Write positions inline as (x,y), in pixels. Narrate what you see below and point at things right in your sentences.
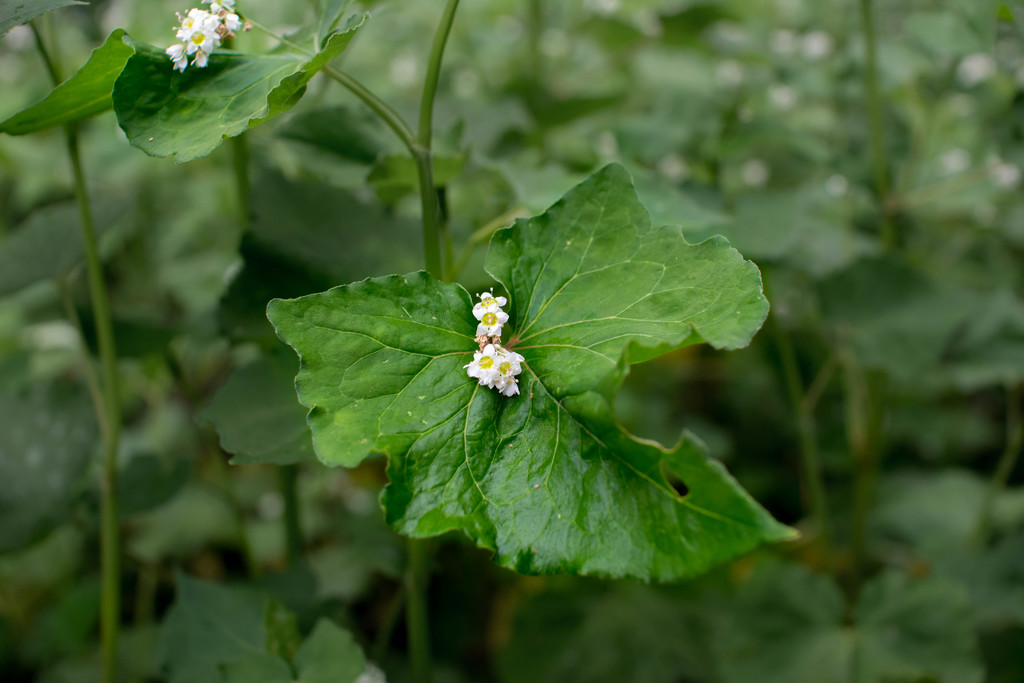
In this image, we can see plants (228,308) and there are some flowers (505,366), which are in white color.
